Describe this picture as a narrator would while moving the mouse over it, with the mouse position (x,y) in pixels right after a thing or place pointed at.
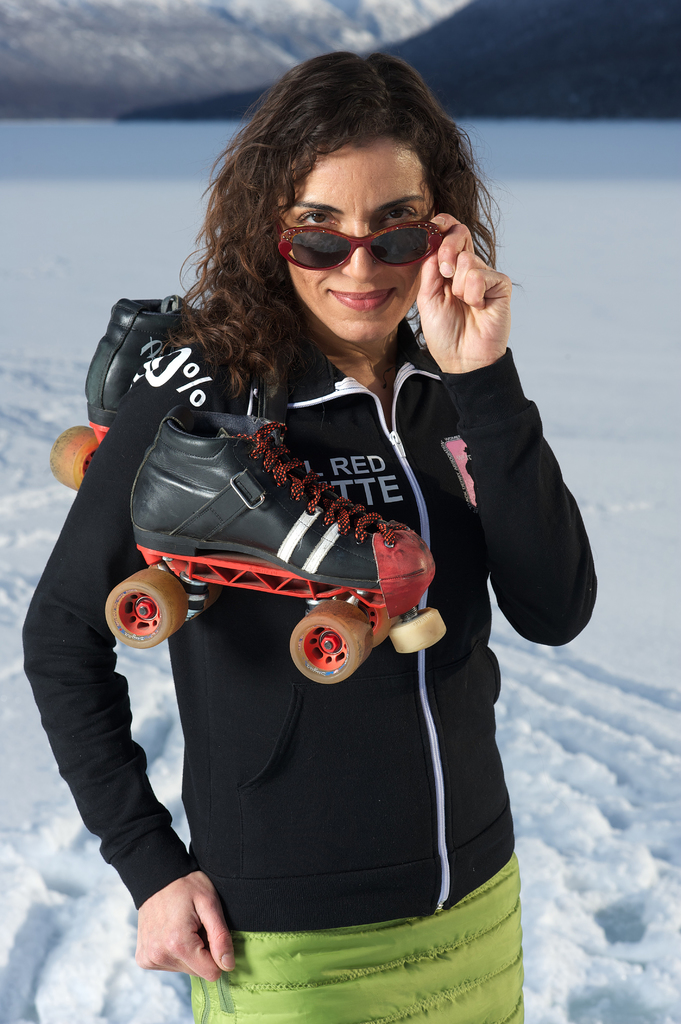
In the image we can see there is a woman (362,351) standing on the ground (580,839) and ground (580,839) is covered with snow (522,868). She is carrying roller skates (189,551) on her shoulder (123,429) and she is holding sunglasses (316,251).
